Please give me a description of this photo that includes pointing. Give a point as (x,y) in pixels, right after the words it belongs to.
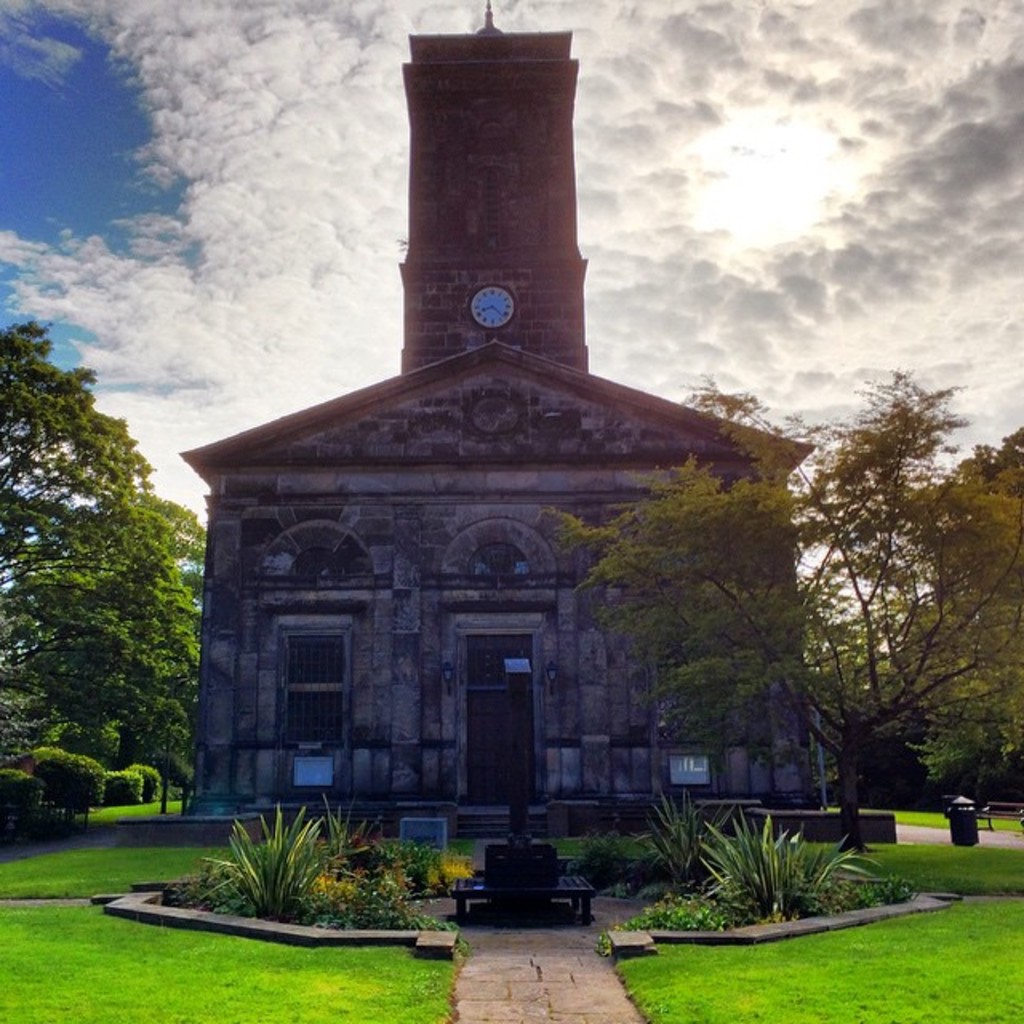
In this image I can see number of trees (31,396), plants (626,858), grass (956,985), a building (554,390) and here I can see a clock (503,308). I can also see clouds (293,207) and the sky (77,152) in background (105,177).
